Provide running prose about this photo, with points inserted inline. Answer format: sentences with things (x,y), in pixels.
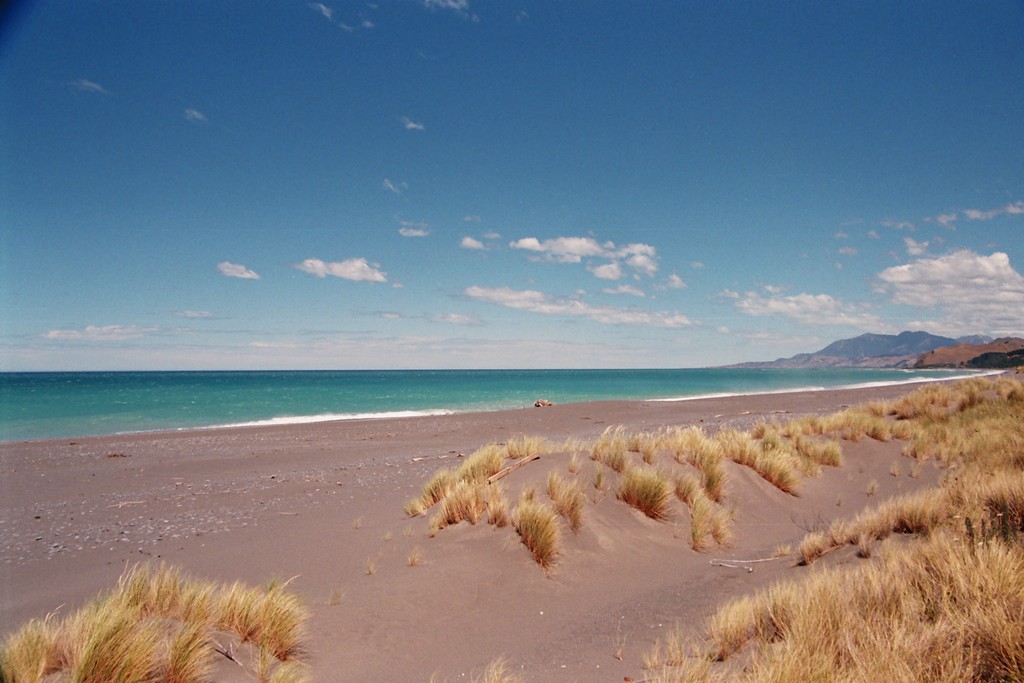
In this image I can see the ground (431,598), some grass (825,612) on the ground (447,597) which is brown in color. In the background (262,394) I can see the water (363,389), few mountains (894,358) and the sky (462,189).
